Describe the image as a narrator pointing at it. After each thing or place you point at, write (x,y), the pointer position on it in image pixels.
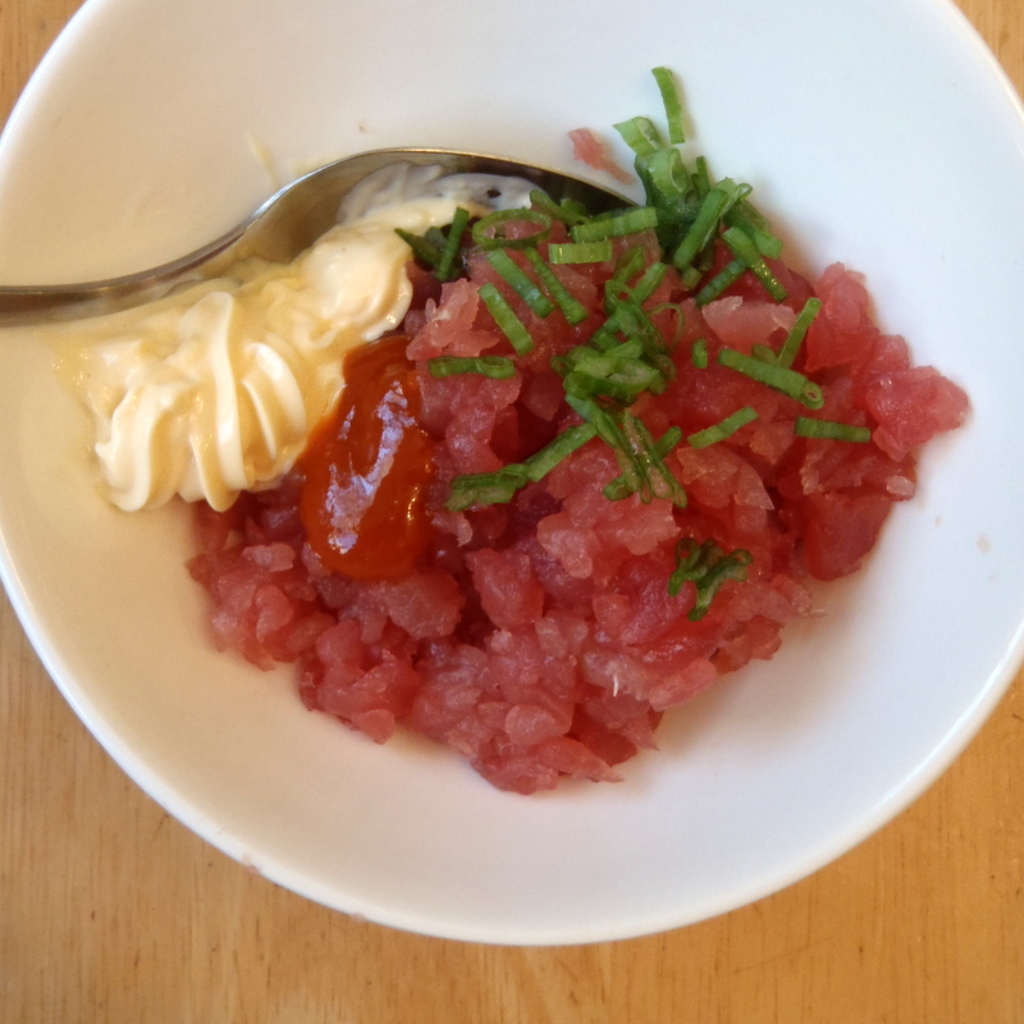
This is a picture of a food item (597,592) which is kept in a white bowl (215,802) with spoon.
